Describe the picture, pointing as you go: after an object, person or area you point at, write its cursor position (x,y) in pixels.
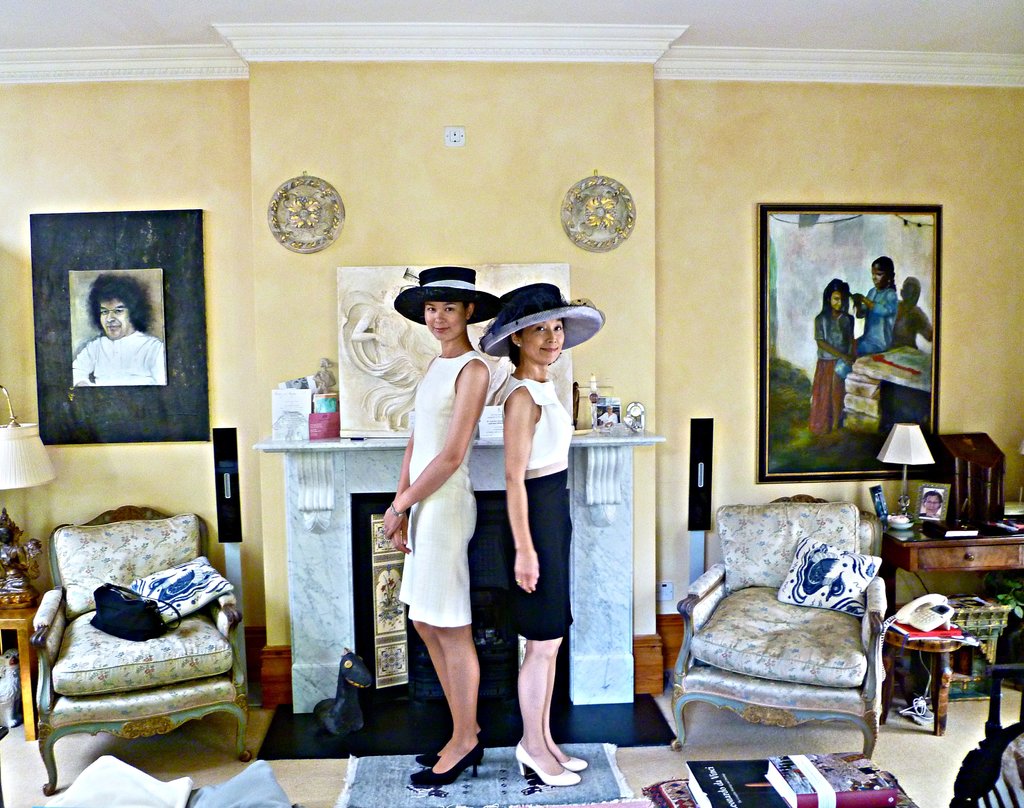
In this room (496,492) there are two women (529,514) wearing hats (500,327), chairs (134,657), tables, photo frames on wall (862,496), two lamps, landline phone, a book (834,781), etc.
